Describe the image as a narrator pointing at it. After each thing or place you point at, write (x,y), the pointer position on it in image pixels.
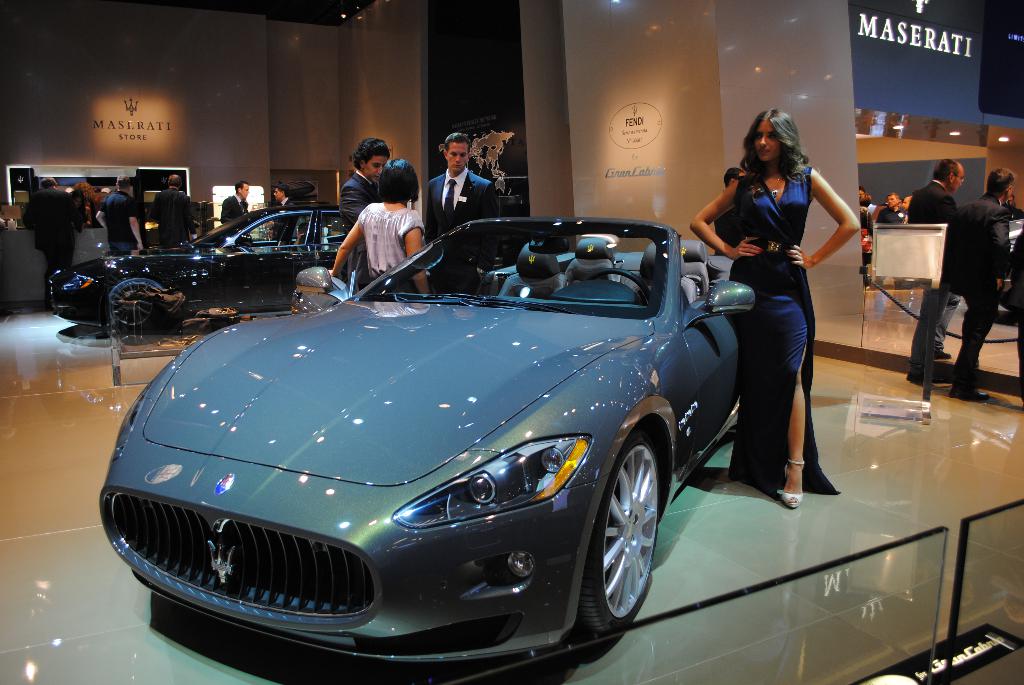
This picture shows couple of cars (515,420) in the showroom (241,66) and we see a woman (768,184) standing on the side of a car (638,400) and we see few people (984,316) standing.
